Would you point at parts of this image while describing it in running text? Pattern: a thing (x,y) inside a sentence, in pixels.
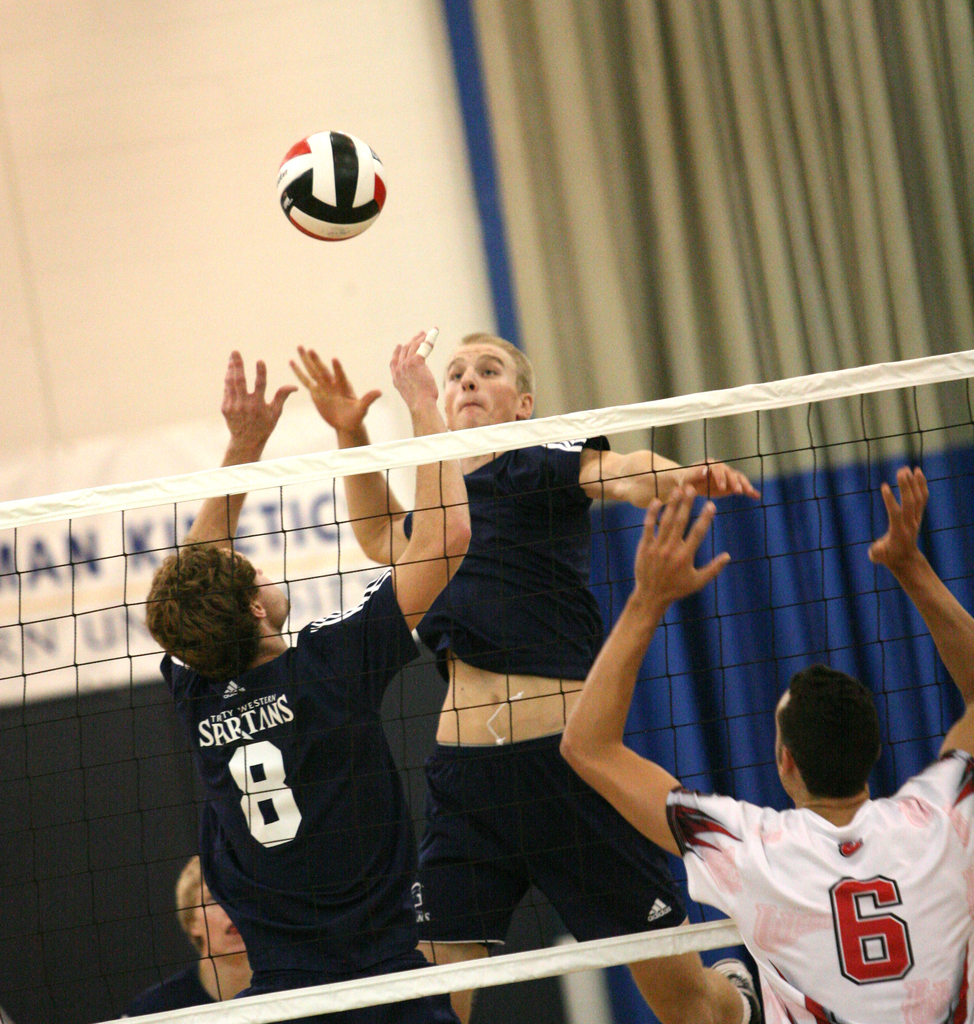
There are four members (402,880) in a volleyball court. Three of them (272,899) are from the same team and the other guy (784,855) is from the opposite team. The same team guys (484,893) are wearing a black shirt (390,770) and the other team guy (872,924) is wearing a white t shirt (851,918). One of the guy (556,514) is in the air to hit the ball (327,226). In the background (684,184) we can observe curtains (660,245) and a wall (156,238). There is a net (228,491) across the court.
